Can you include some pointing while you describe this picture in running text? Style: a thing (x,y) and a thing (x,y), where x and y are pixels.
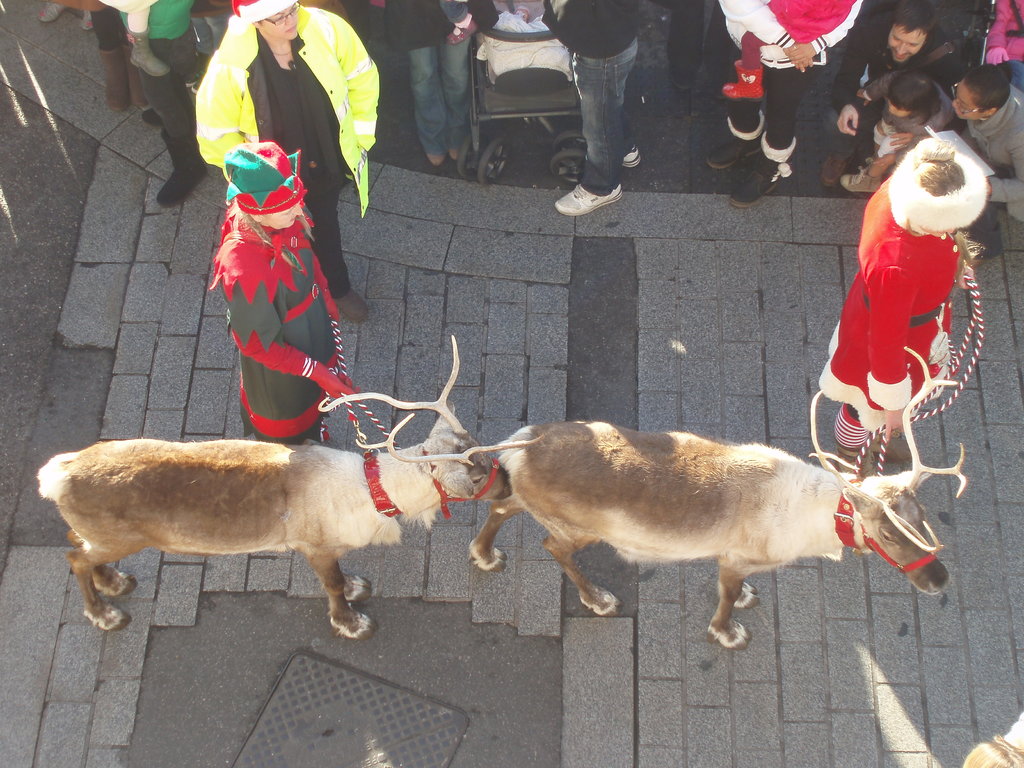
In this image we can see two persons (897,367) holding the animals (621,513), in the background (428,105), we can see a few people (350,27) are truncated and there is a stroller (516,79).
